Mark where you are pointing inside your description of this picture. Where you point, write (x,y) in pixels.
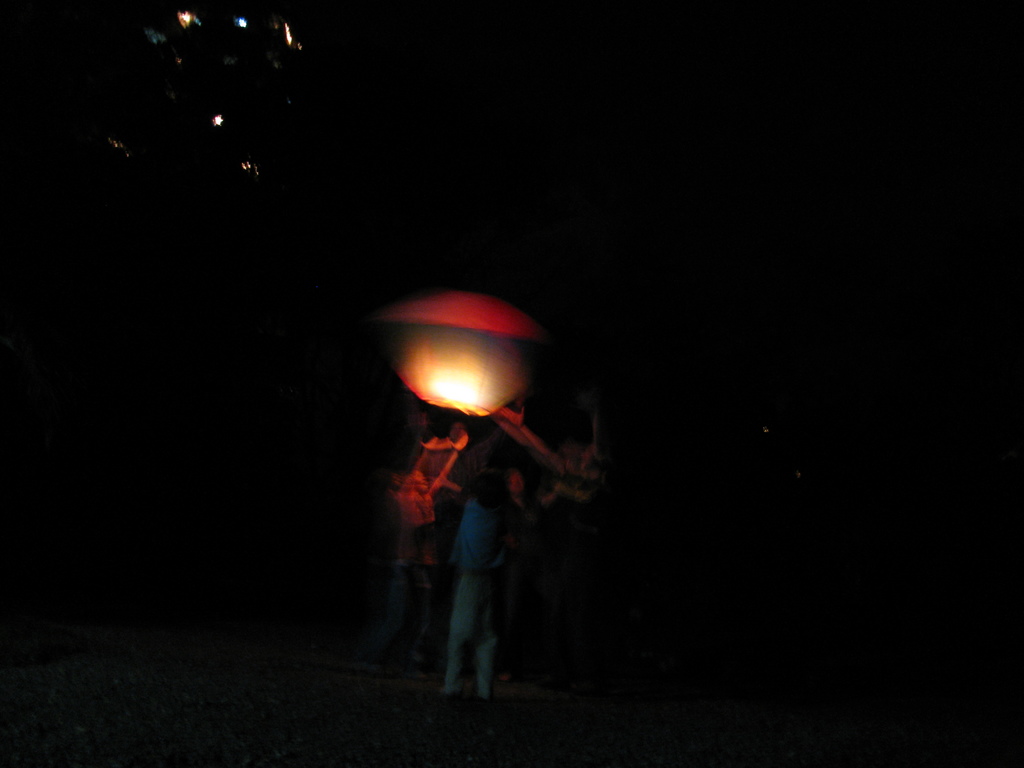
This image is taken outdoors. In this image the background (238,239) is dark. In the middle of the image (425,459) there is a person (479,549) and there is a light (459,364).
